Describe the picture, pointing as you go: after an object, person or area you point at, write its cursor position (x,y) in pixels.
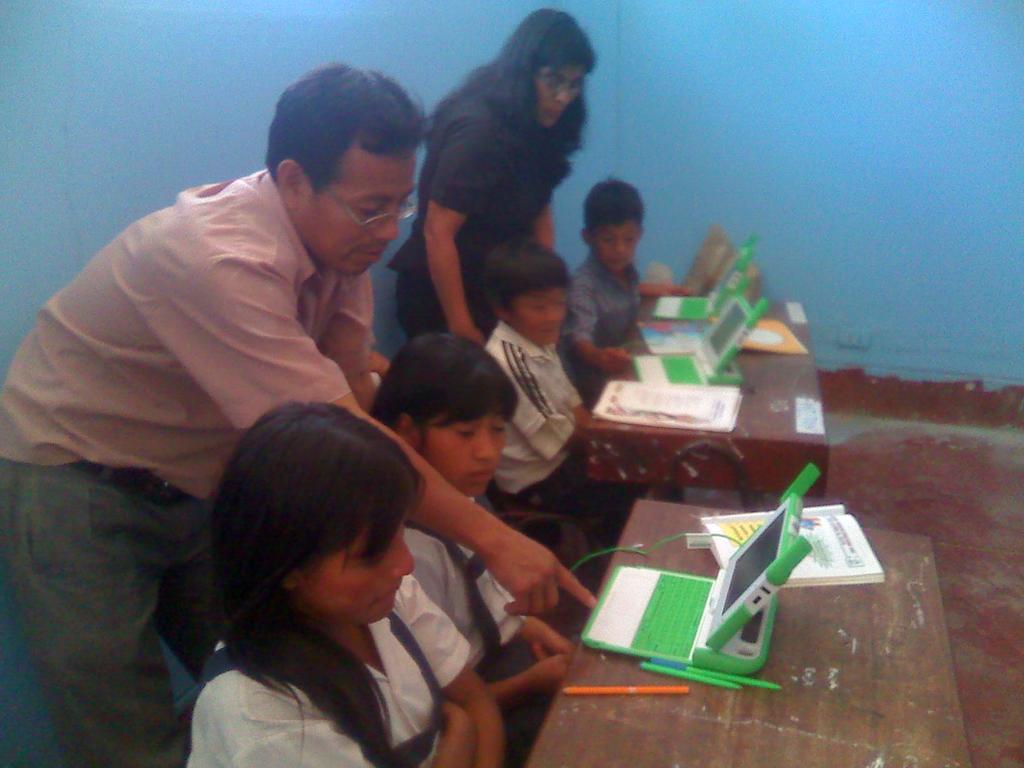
There are children (358,472) sitting. In front of them there are tables (712,433). On the tables (718,446) there are laptops (747,296), books (726,418) and pens (655,693). Also two people (368,258) are standing. In the back (313,43) there is a wall (589,119).
